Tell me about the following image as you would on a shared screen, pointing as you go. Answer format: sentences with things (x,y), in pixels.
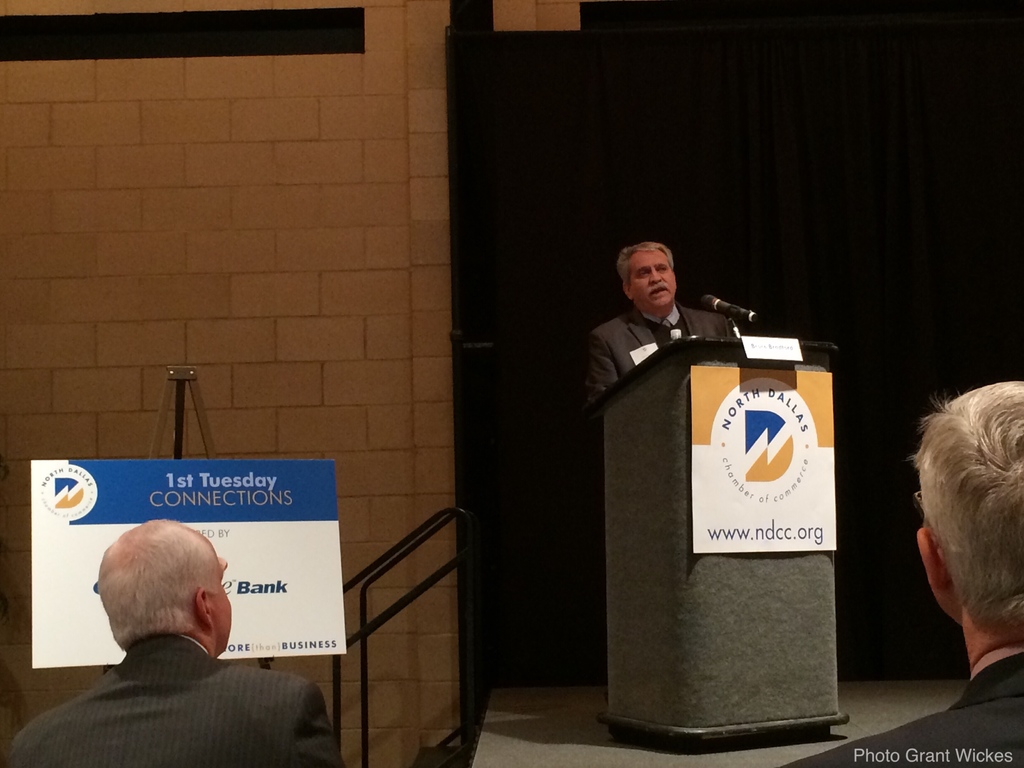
In this image we can see a person (660,321) standing and talking in front of a podium (696,663) on the stage (606,702). Image also consists of two persons (992,695) with suits (986,697). There is also an informational board (258,520) and also the wall (216,441) on the left (250,451). In the bottom right corner (970,760) there is text (888,753). In the background (715,205) we can see the black curtain (622,148).
